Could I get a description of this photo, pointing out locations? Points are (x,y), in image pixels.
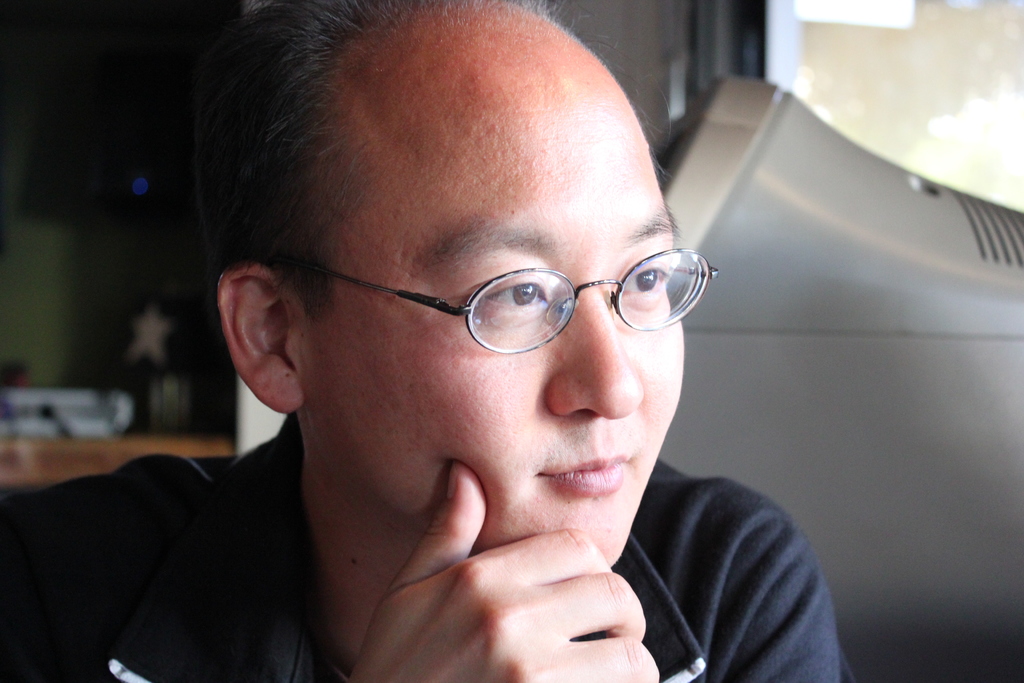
In this image we can see a person (565,370) wearing the spectacles (499,317), around him we can see some objects (35,428).
